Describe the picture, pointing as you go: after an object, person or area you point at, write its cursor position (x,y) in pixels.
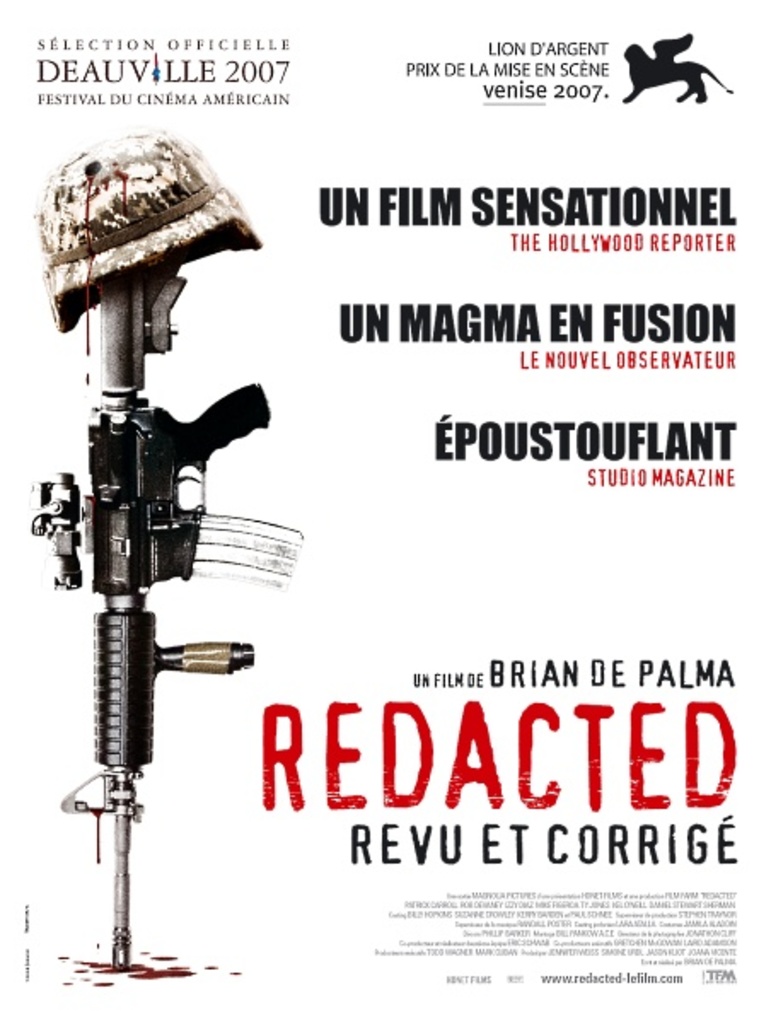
This image is a poster. In this image there is a text (633,715) and a picture (147,583) of a gun (127,493) and cap (123,268).
